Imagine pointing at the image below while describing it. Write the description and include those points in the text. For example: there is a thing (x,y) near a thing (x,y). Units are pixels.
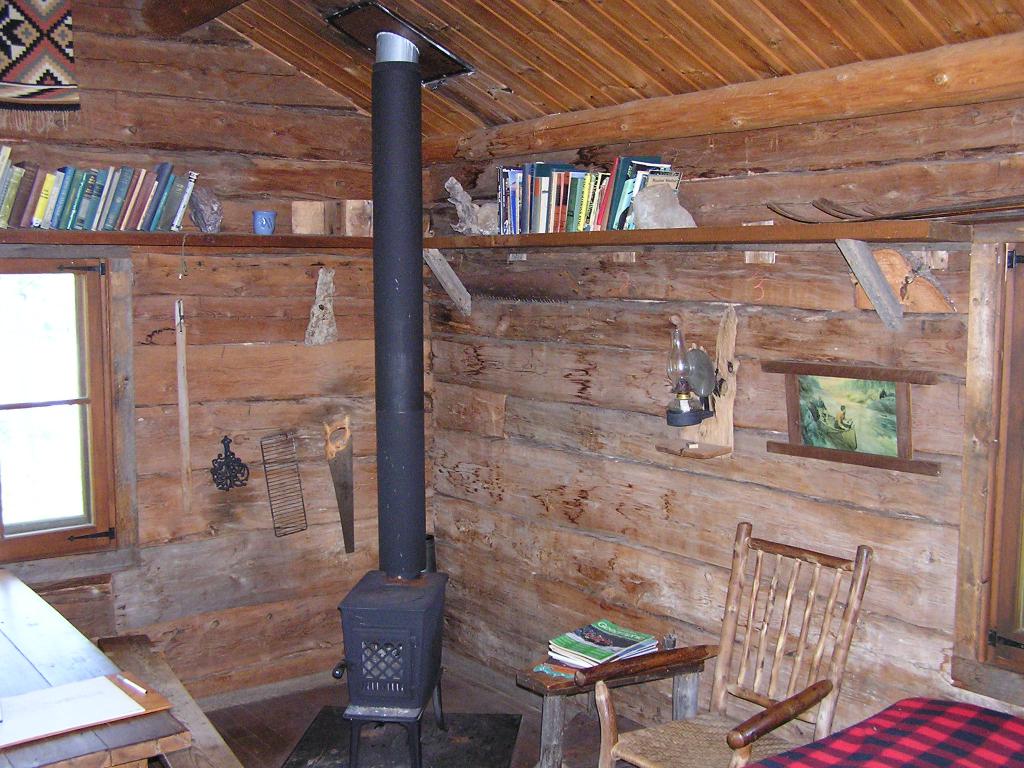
In this image I see a rack (510,244) on which there are lot of books (508,196) and I see a chair (716,766), a table (6,606), few things (389,371) and a photo frame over here. In the background (1004,487) I see the window (59,259).
